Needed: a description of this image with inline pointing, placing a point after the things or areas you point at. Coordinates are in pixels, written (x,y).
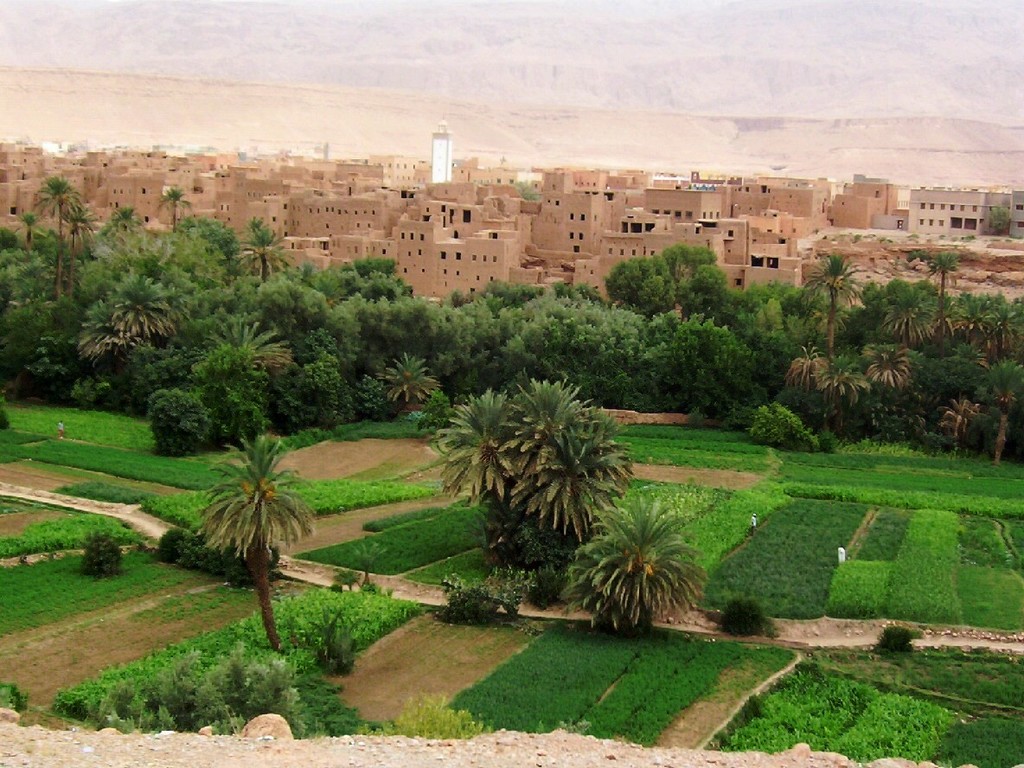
In this image I see the green grass (939,619), trees (289,505) and plants (571,574) in the front (74,454). In the background (103,220) I see the buildings (495,224) and I see a tower (449,140) over here.
